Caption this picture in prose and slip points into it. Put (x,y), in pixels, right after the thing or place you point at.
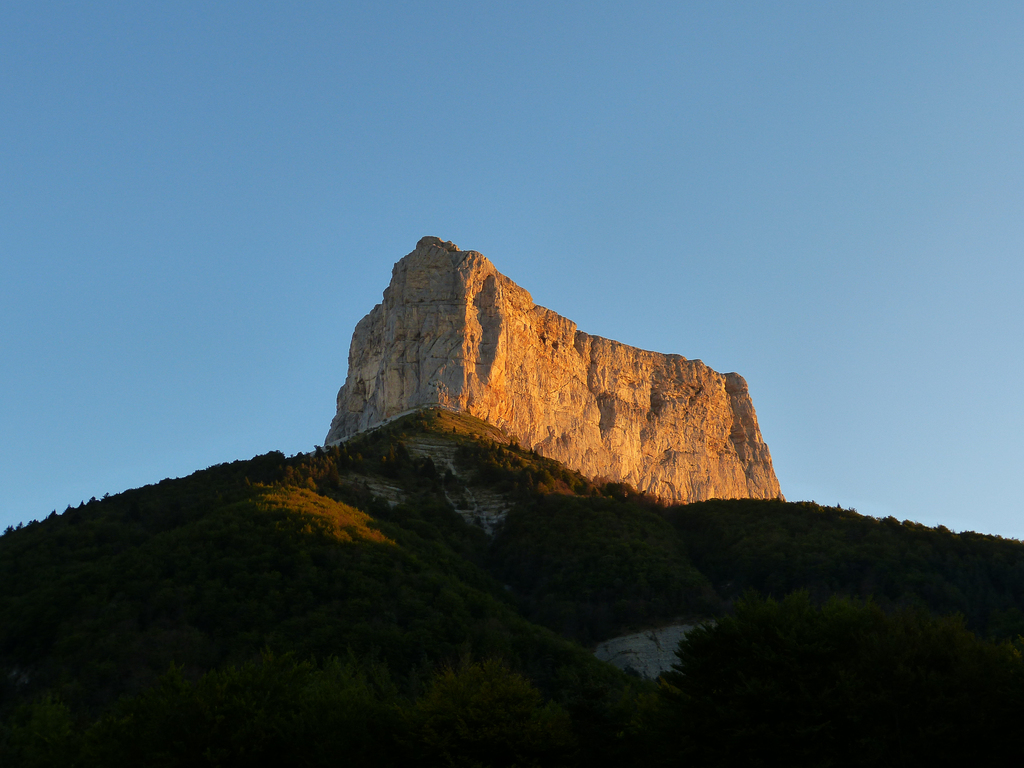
In this image we can see a group of trees (682,600), mountains (552,590) and in the background (898,446), we can see the sky (348,166).
